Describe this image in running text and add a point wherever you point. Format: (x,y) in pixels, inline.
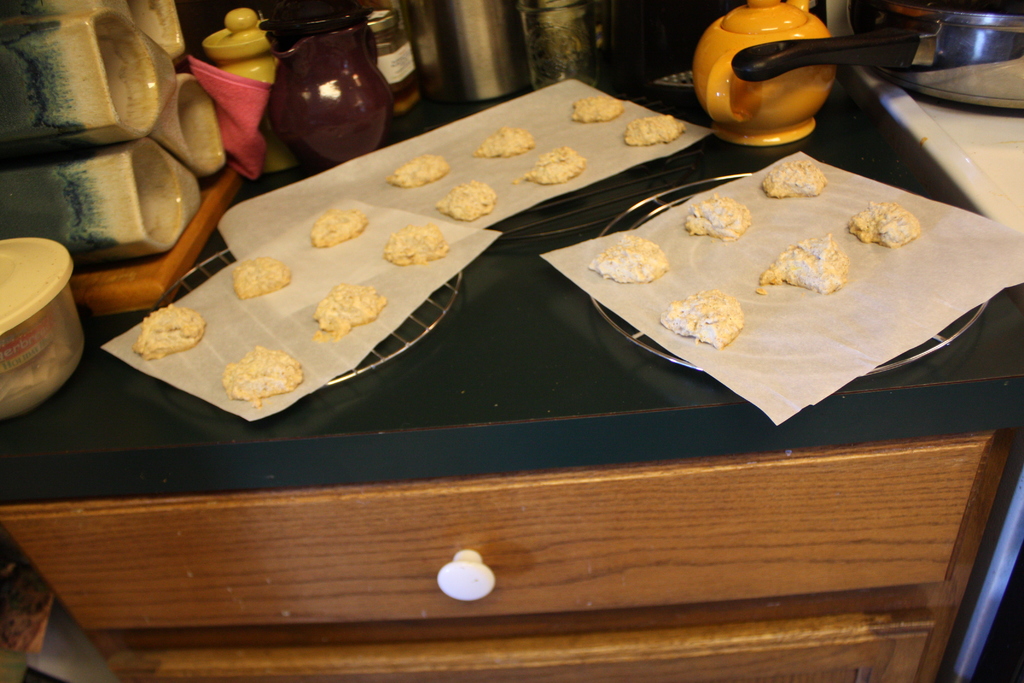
In this image at the bottom (918,525) there is one cupboard (346,535), on that cupboard (437,301) there are some papers (397,313). On the papers (680,283) there are some food items (808,271) and also there is one pot (732,70), bowl (69,290) and some vessels (87,100) and bottles (532,54). And on the top of the right corner (919,42) there is one cooker (892,42).
